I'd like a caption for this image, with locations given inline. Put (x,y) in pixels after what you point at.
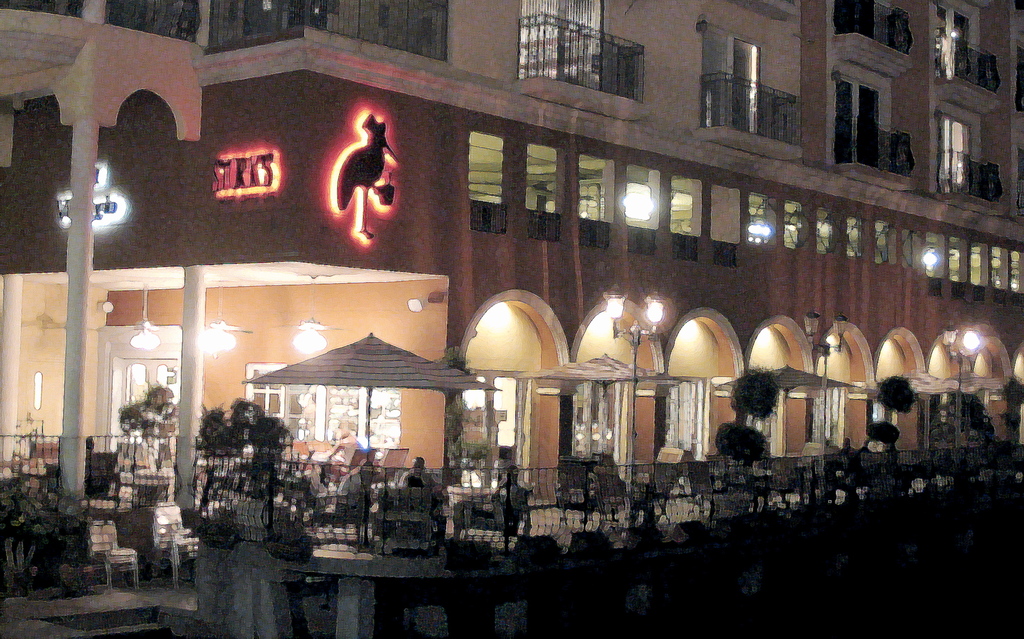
The picture is edited. In the foreground of the picture (243,425) there are umbrellas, tables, railing (290,496), plants (973,418), people (515,501), chairs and other objects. In the center of the picture (423,318) there is a building (521,91), to the building (578,55) there are windows (675,207), light (362,170), corridors (43,346), text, lights (366,145) and other objects (981,75).
